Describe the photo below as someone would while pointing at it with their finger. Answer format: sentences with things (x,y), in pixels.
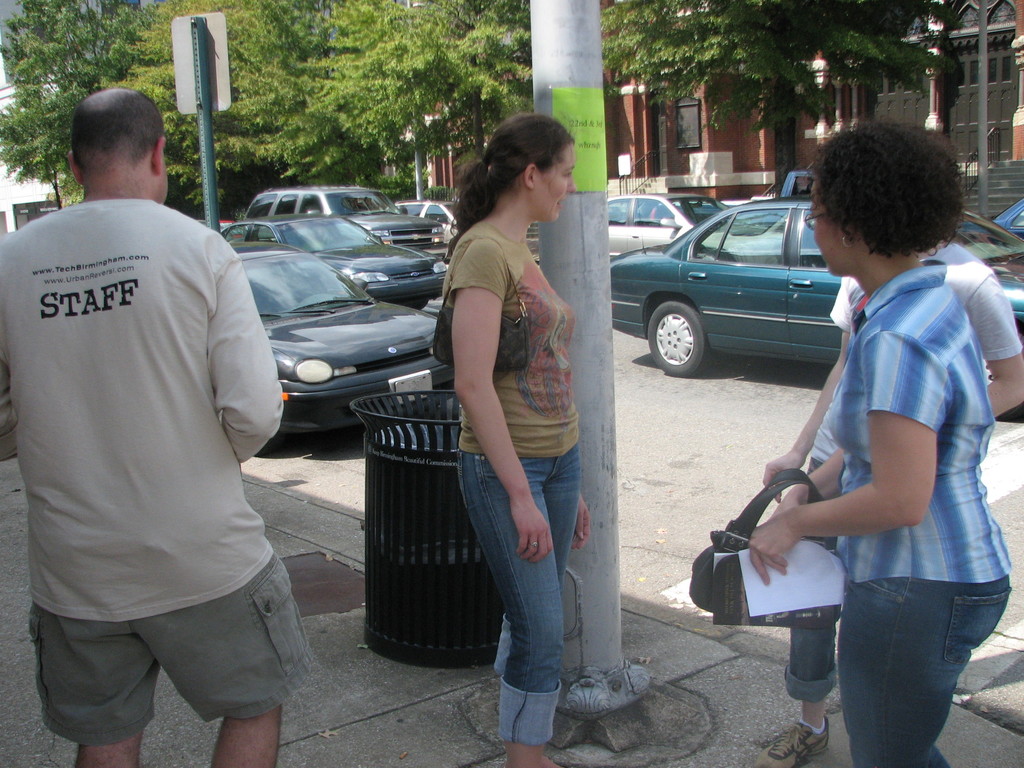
In this picture there are four persons (557,438) standing on the footpath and there is a pole (567,631) and dustbin (498,618) on the footpath (474,689). At the back (432,355) there are vehicles (432,355) on the road (732,487) and there is a building (622,105) and there are trees (447,77).
